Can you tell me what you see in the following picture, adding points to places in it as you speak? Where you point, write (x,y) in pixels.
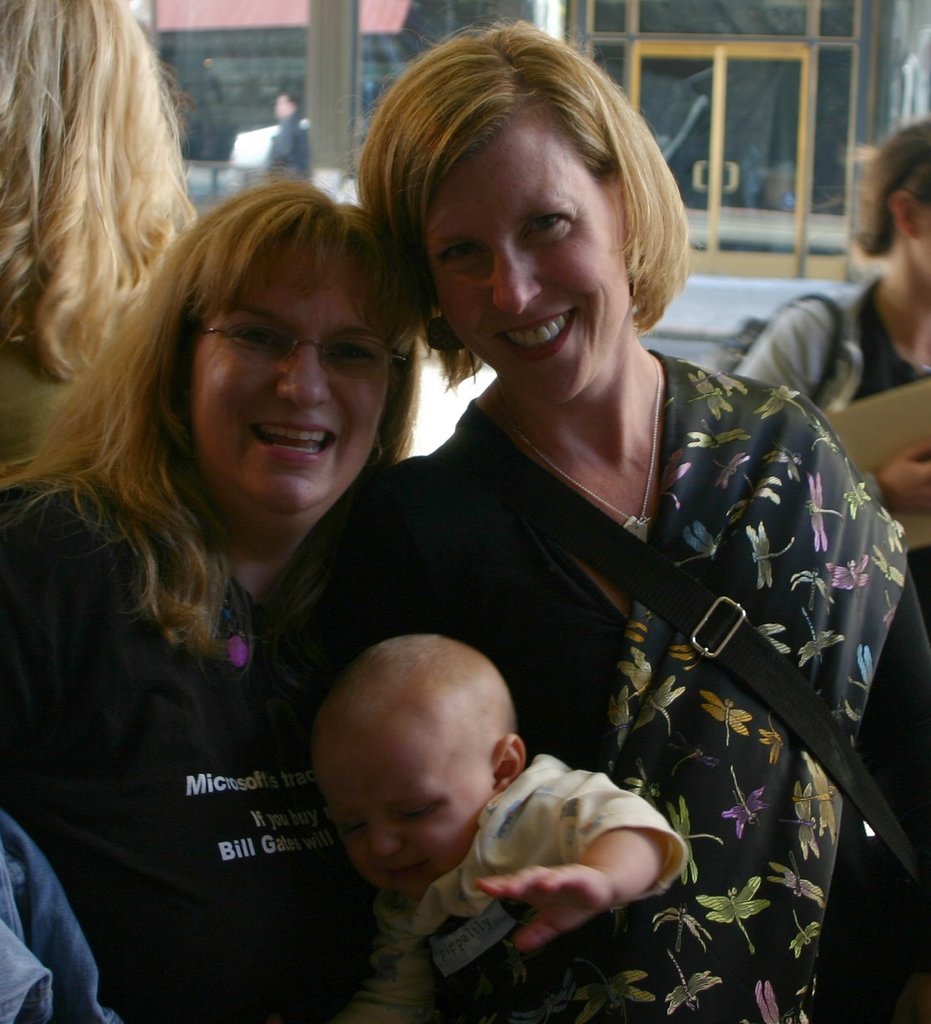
To the right side of the image (627,485) there is a lady (569,524) carrying a baby (429,746). Beside her there is another lady (200,458). In the background of the image (241,18) there is glass wall (835,22). In the background of the image (168,198) there are people (879,191).
